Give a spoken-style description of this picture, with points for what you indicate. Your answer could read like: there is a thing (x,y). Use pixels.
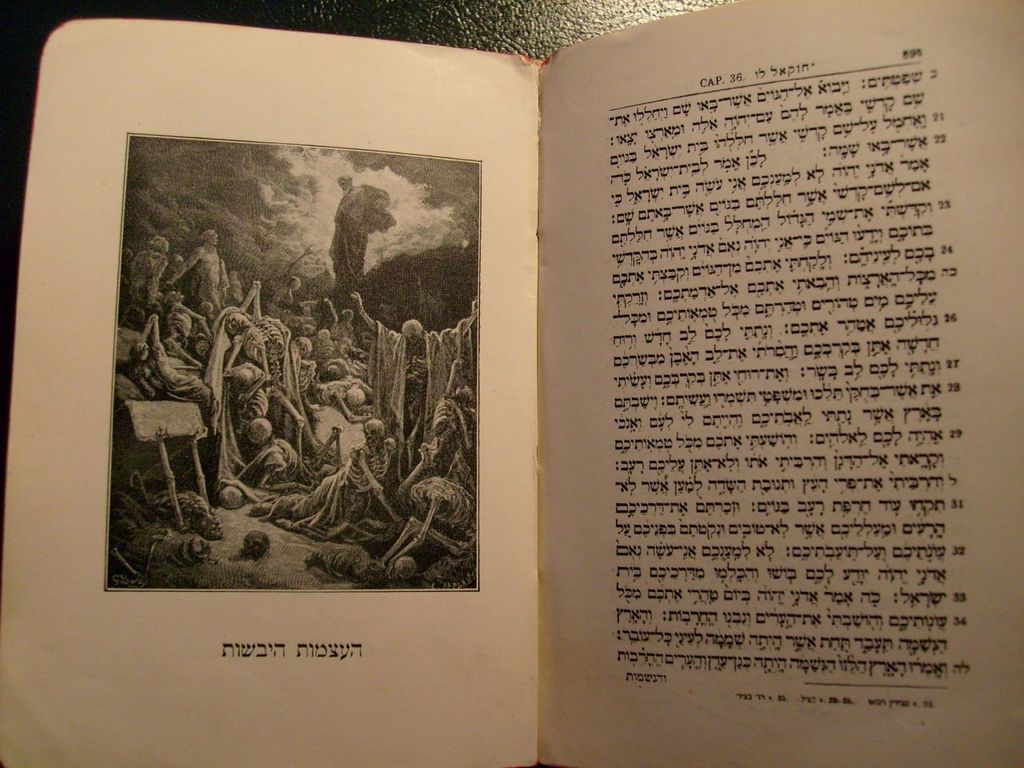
In this image we can see a book (928,62) on the surface (474,45), some text (928,671) and numbers (741,76) in this book (770,84), one image (281,519) on this book page (148,167), some people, and so many objects (416,532) are on this image. At the top (160,157) there is the sky (317,161) in this image.
